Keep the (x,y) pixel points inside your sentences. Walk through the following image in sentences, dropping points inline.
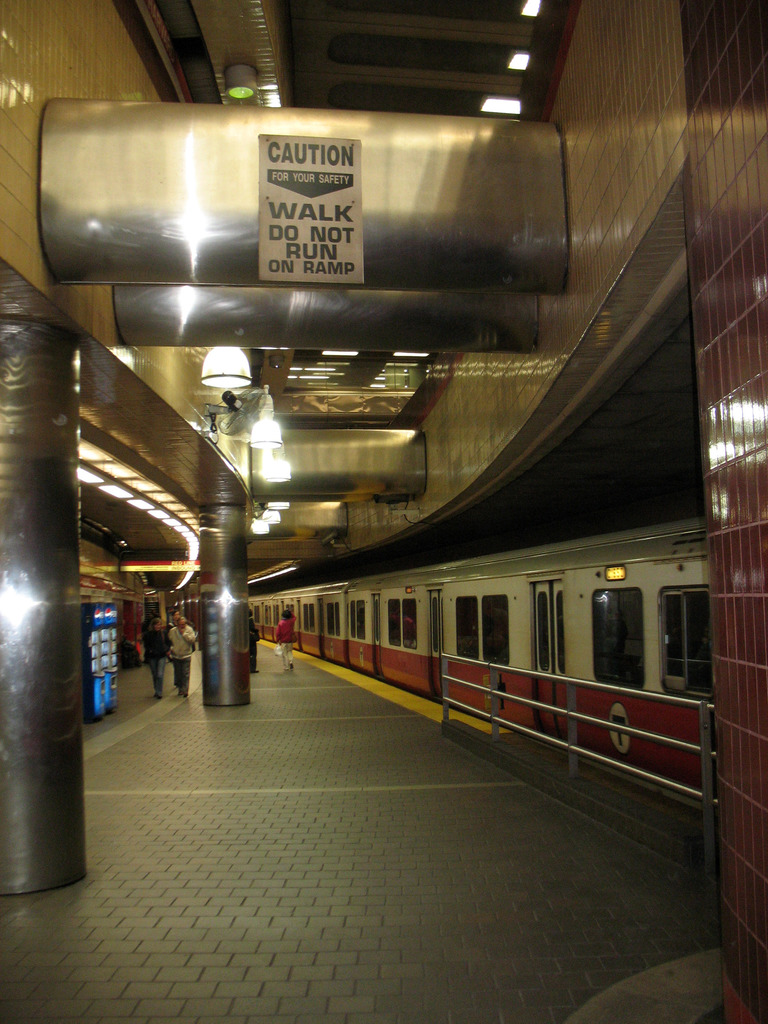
This is inside view of a railway station (218,626) where we can see train (583,636) and platform (277,859). And platform (277,701) people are walking. Top of the image (313,233) some notice (310,216) is written.
